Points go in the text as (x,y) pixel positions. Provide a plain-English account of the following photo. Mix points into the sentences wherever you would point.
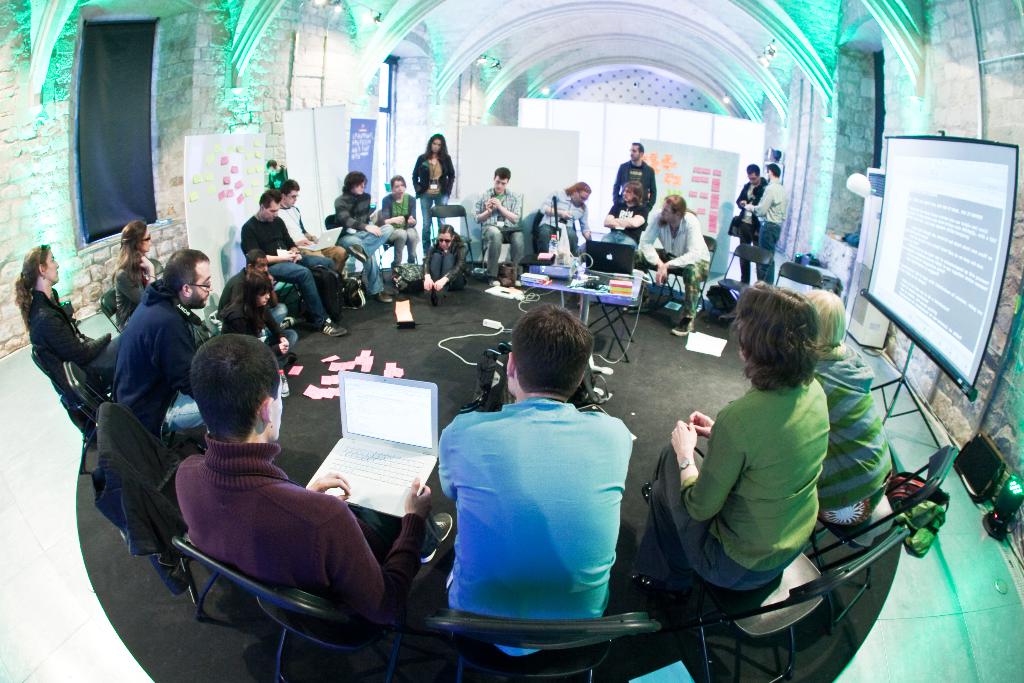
In this picture we can see many people (554,537) sitting on the chairs (147,490) and working in front of a projector display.
